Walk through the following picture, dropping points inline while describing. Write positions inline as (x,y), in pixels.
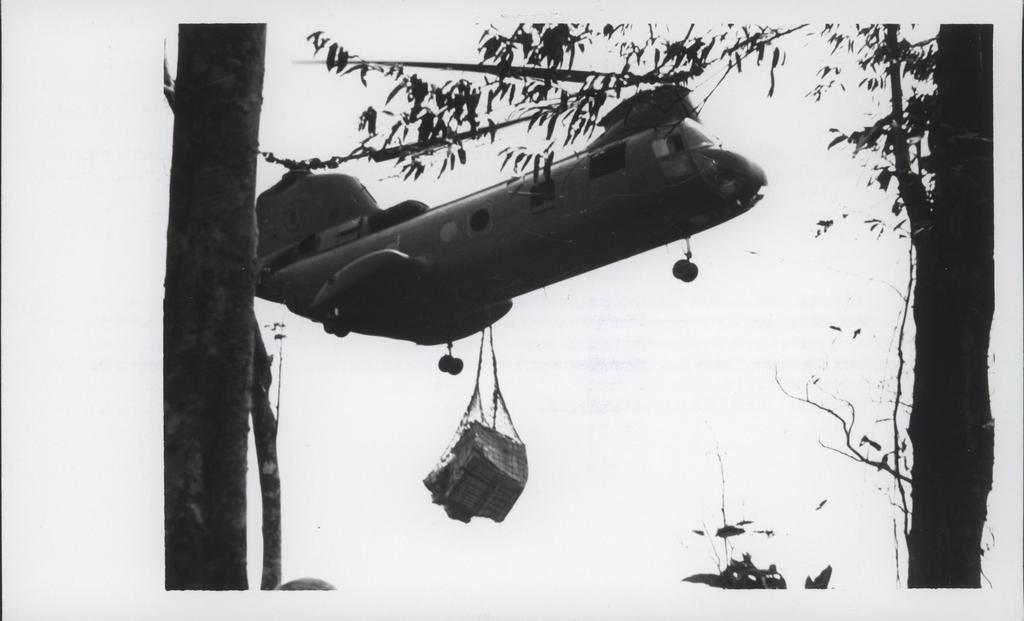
This is a black and white image. In this there is a aircraft (544,249) with a luggage (503,475) hanging on that. Also there are trees (964,475).
